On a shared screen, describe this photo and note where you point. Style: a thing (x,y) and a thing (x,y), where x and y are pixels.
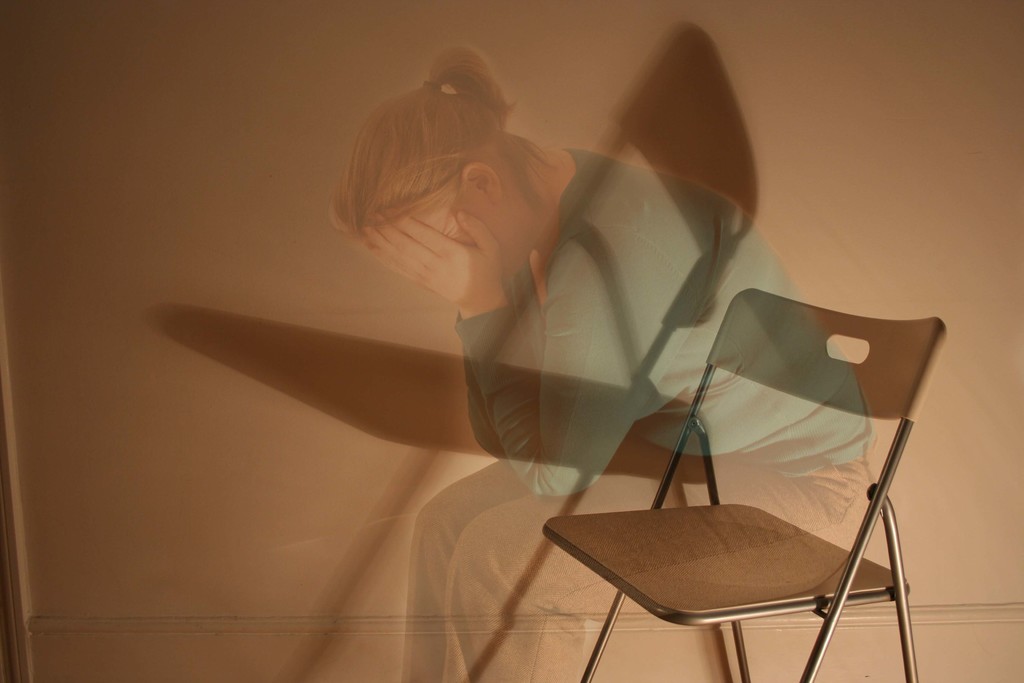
The image looks like an edited picture. In the foreground (696,554) we can see a chair (702,567). In the background (178,318) there is a wall (183,119), on the wall (289,135) we can see the picture (502,246) of a woman (572,488).
